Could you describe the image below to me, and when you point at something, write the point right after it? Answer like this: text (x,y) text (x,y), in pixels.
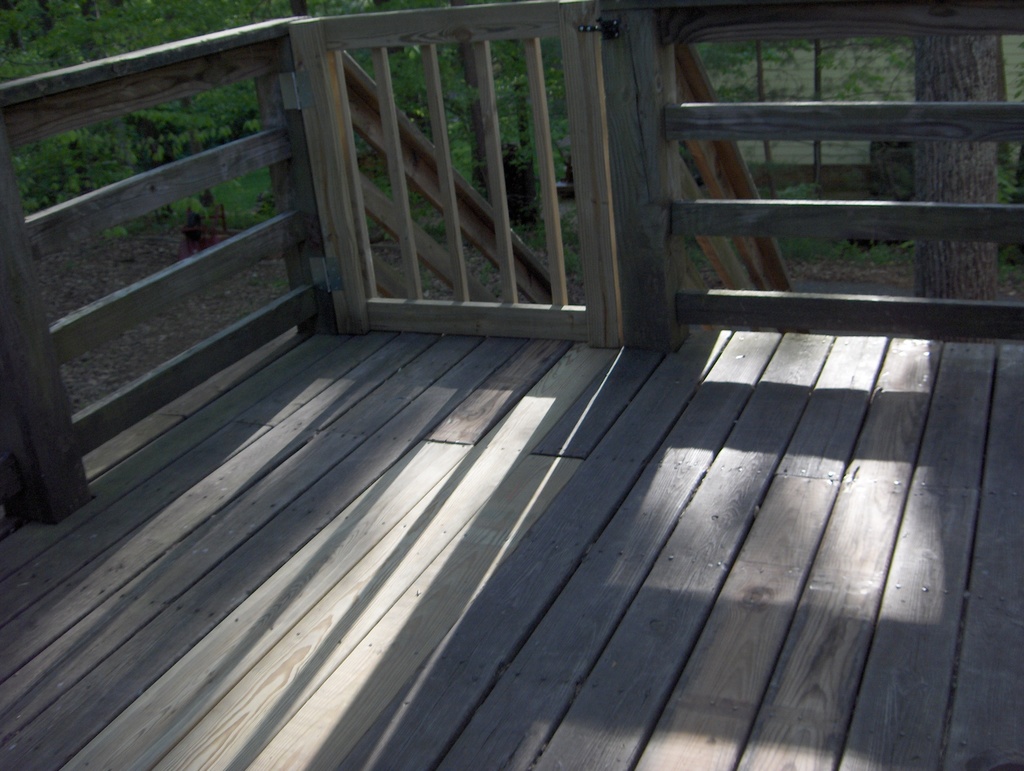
In this image we can see a wooden object (161,370), which looks like the fence (99,227), also we can see some trees (182,10), wooden poles (641,212) and a door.
